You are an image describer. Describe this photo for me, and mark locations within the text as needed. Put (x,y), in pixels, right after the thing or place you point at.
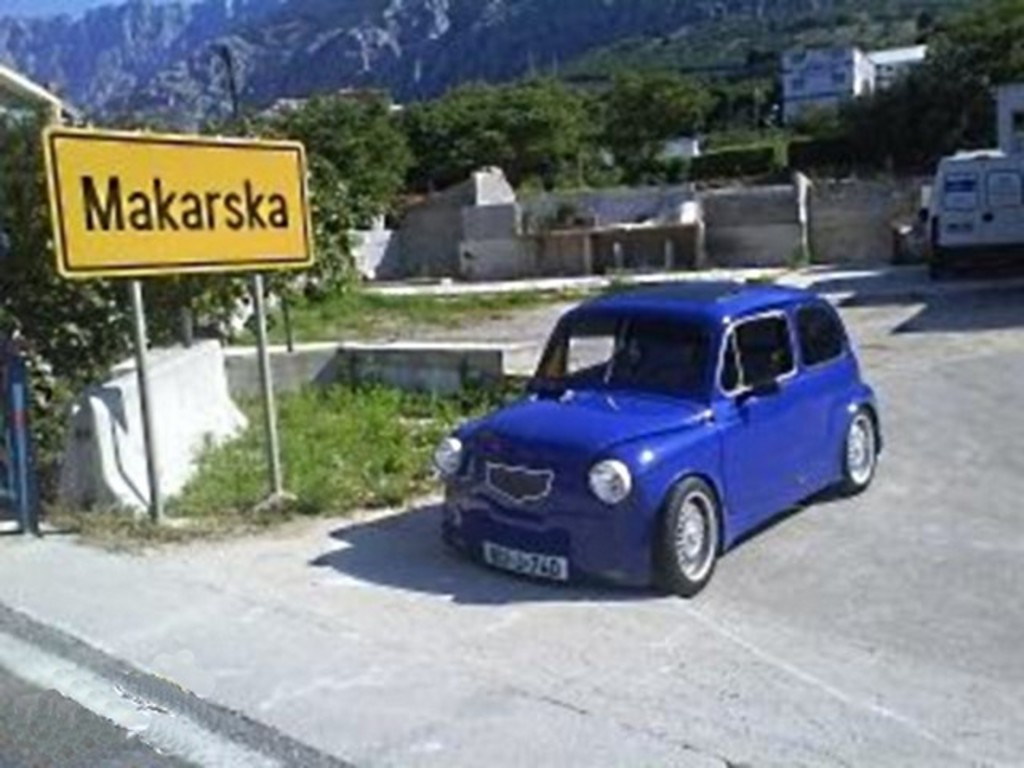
In this image there is a road (907,512), on that road (927,456) there is car (622,539) in the background (609,65) there are mountains (690,57).
